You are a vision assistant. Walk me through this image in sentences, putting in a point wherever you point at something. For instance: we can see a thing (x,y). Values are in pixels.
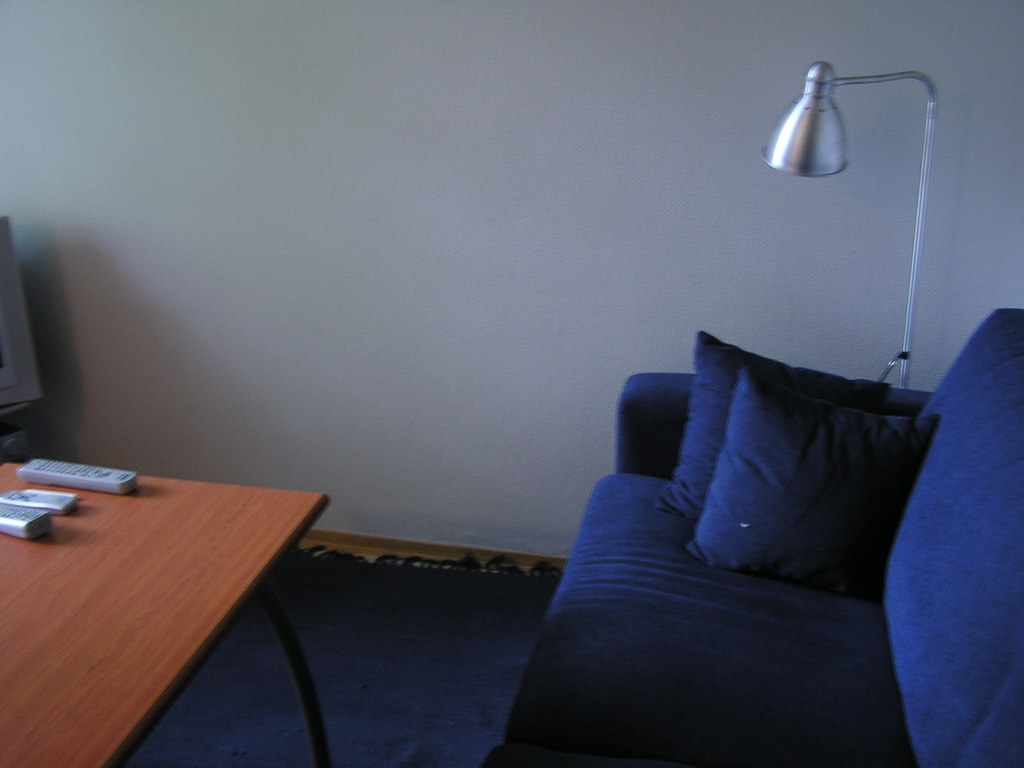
in a room (560,346) there is blue sofa (684,627) and 2 cushions (804,482) at the right (798,647). on the left (93,610) there is a table (74,621) on which there are remotes (43,518). at the right (779,145) back there is a light (800,125) which is silver colored.
